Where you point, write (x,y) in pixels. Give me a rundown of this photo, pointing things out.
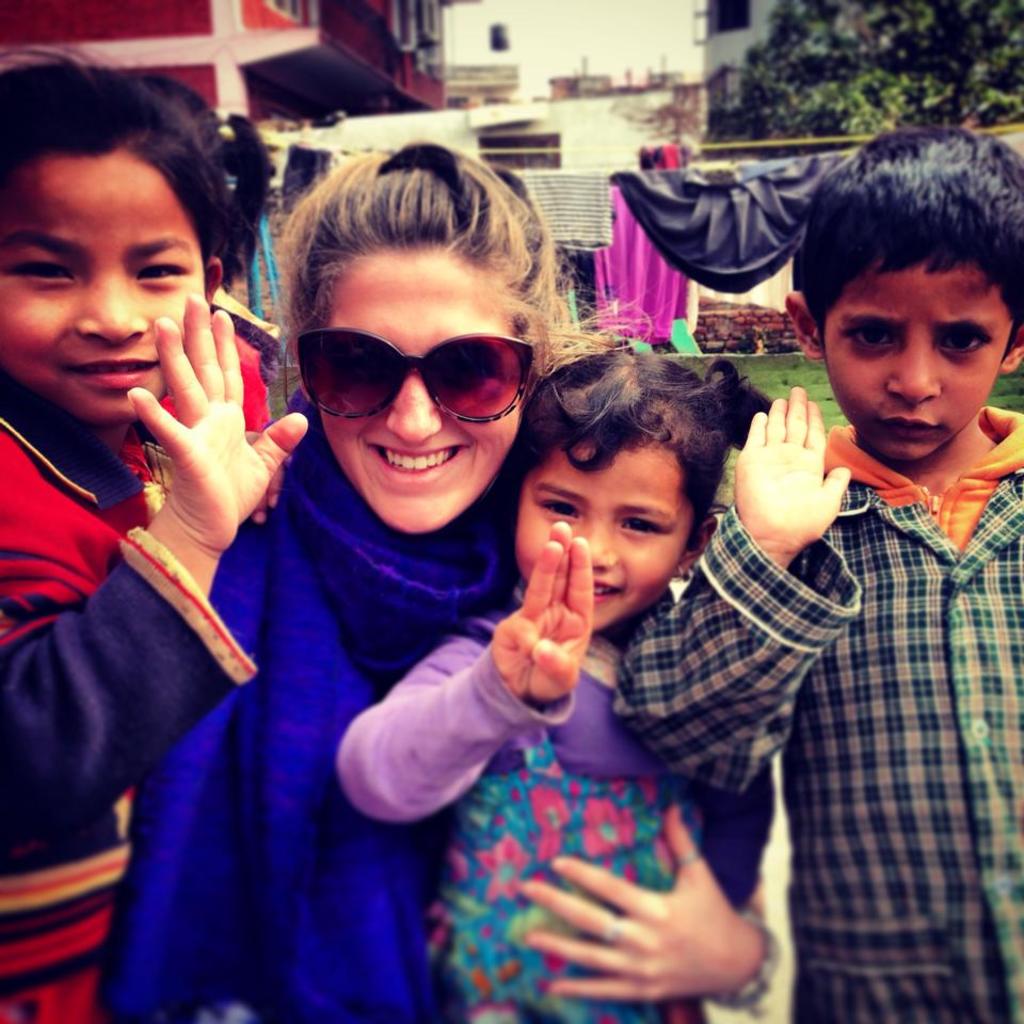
In this image people (594,852) are standing on the floor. At the back side (299,90) there are buildings (296,72) and trees (864,53). At the back of the image (815,376) there is grass (795,378) on the surface (781,367).
